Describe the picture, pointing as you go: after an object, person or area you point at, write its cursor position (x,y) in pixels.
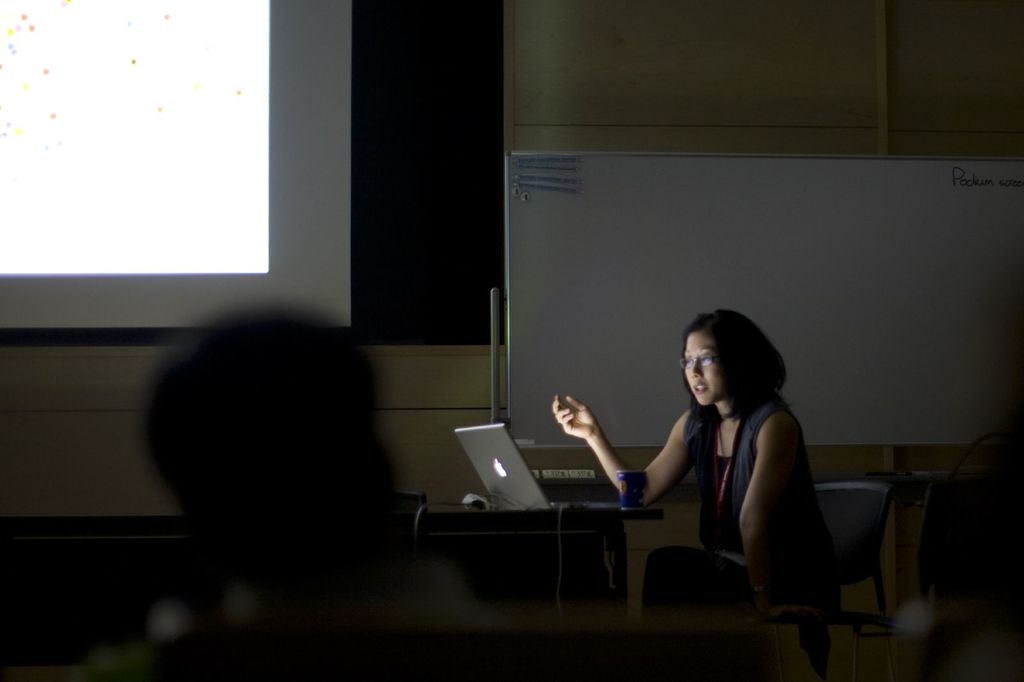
This is an inside view of a room (895,459). On the right side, I can see a woman (720,370) is sitting on the chair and looking away from the laptop (514,485) which is placed on the table (513,529). On the left side (281,453), I can see a person's head (291,400). At the back of this woman (741,341) I can see a white color board (729,256). In the background (201,89) there is a wall (669,62) and a screen (151,197).
